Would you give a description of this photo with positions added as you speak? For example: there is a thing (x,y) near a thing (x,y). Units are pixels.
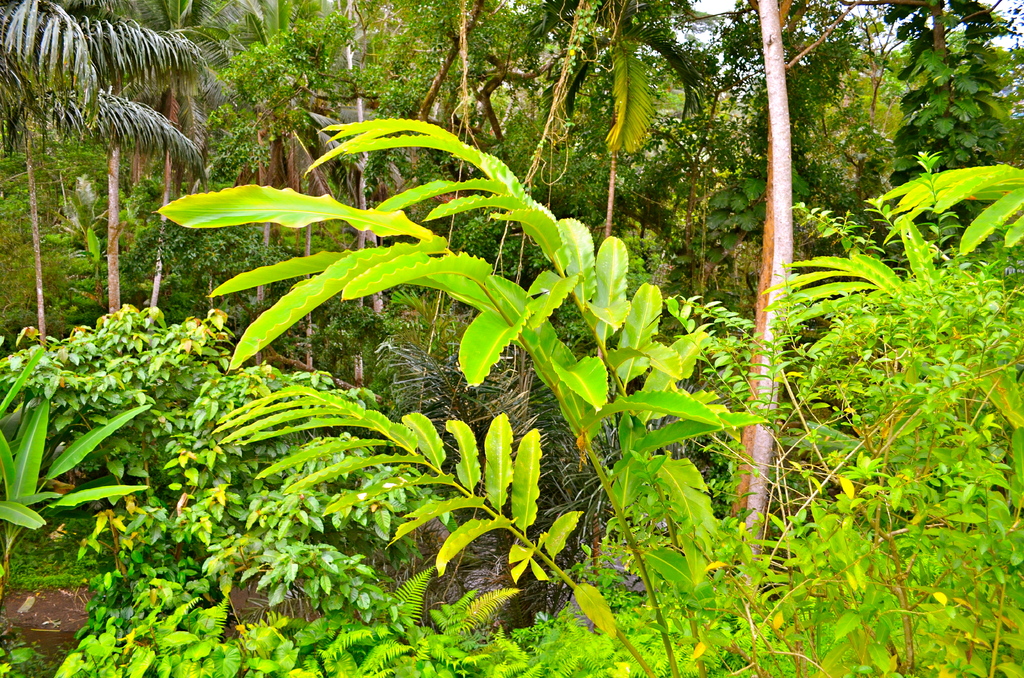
This picture contains many trees (366,373). This picture might be clicked in the forest (562,235) or in the garden (494,286).
